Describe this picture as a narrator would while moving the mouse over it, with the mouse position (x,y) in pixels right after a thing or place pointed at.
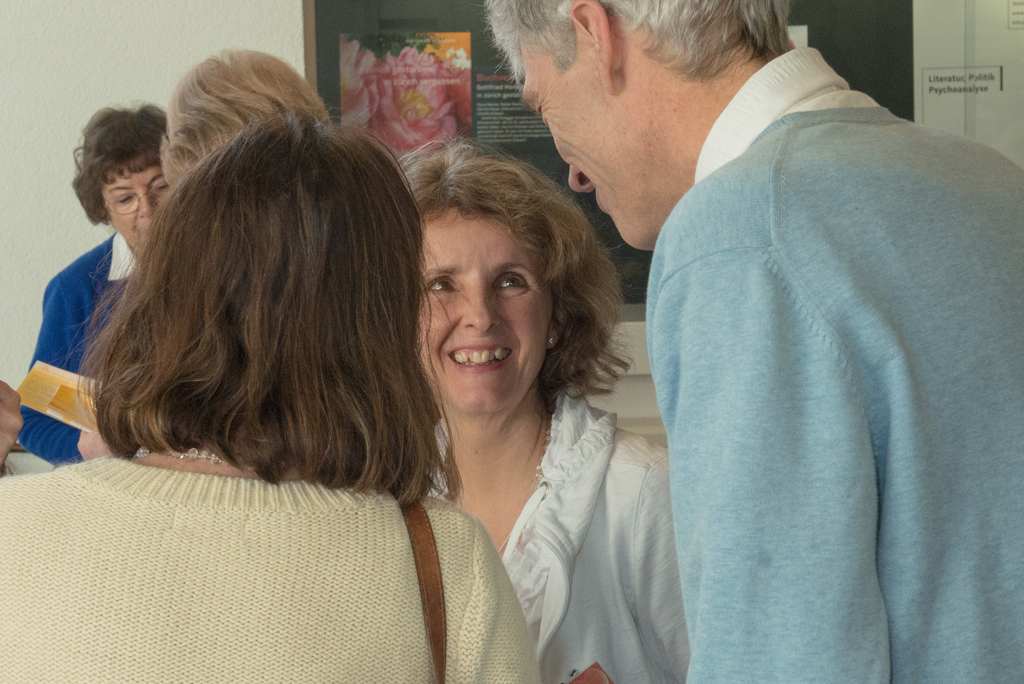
In this image I can see the group of people (503,408) with different color dresses (59,441). I can see one person (57,424) is holding the yellow color paper (68,409). In the background (365,4) I can see the board (347,89) to the wall (128,46).
